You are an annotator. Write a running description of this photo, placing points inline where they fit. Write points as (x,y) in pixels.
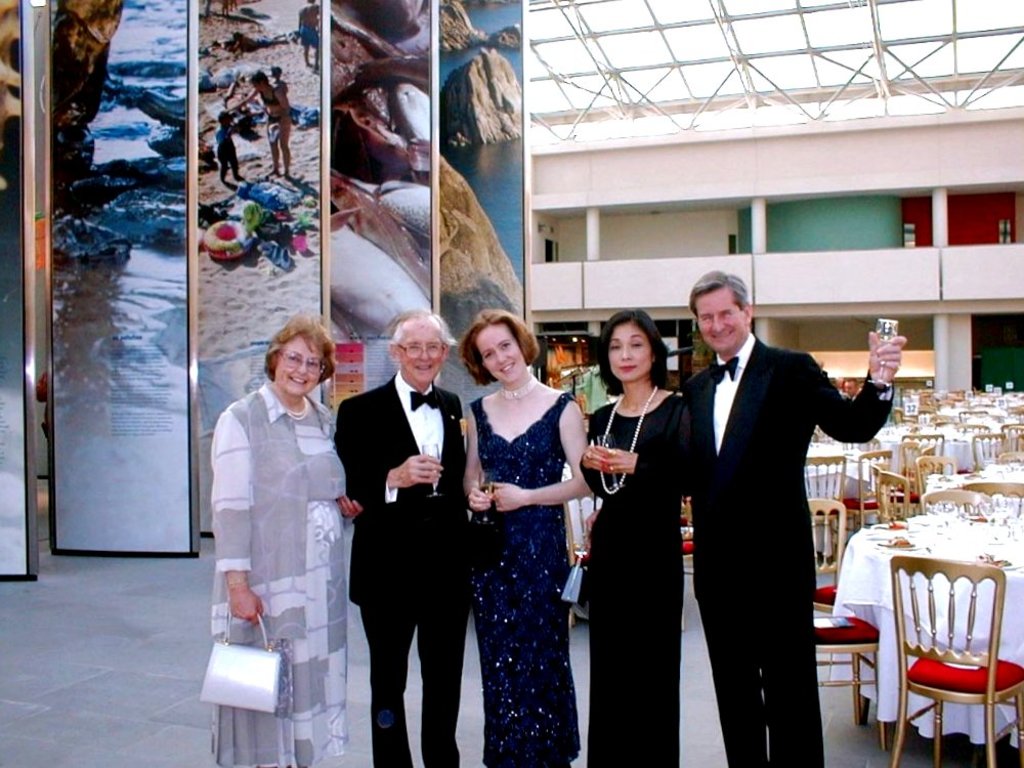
In this image there are a few people (547,463) standing by holding a glass of wine (429,493) in their hands (422,465) are having a smile on their face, behind them there are chairs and tables (960,460), on top of the tables (873,536) there are glasses (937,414), in the background of the image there is a building (652,241).
